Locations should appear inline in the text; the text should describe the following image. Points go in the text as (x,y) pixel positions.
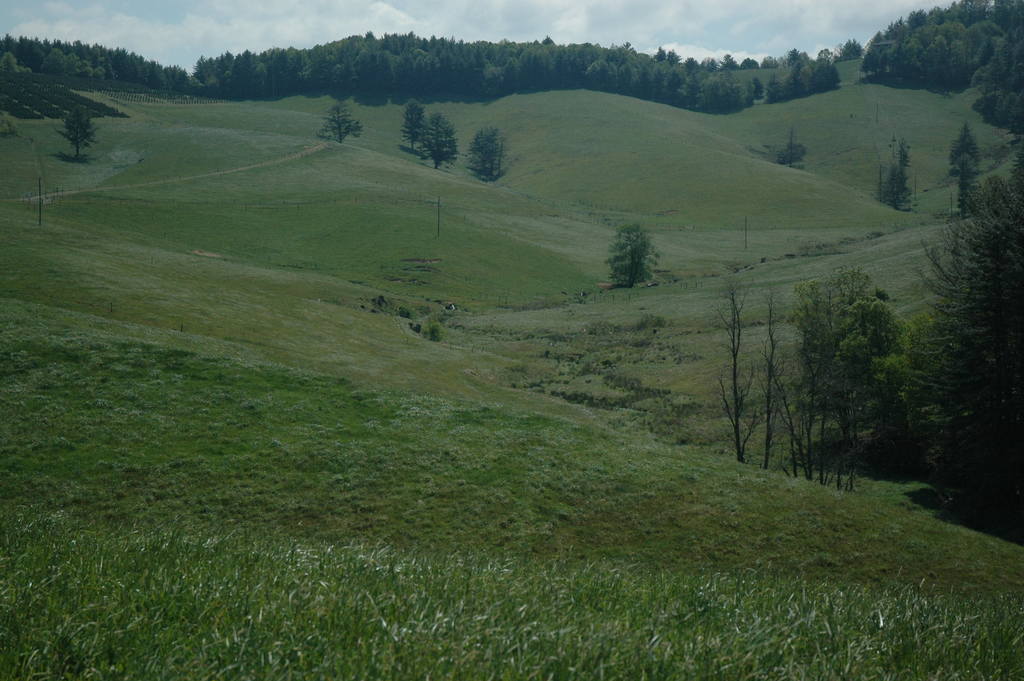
In this picture we can see the hills (427,313), trees (328,87). In the background of the image (461,333) we can see the grass (438,363). At the top of the image (392,34) we can see the clouds (443,34) are present in the sky (423,18).
